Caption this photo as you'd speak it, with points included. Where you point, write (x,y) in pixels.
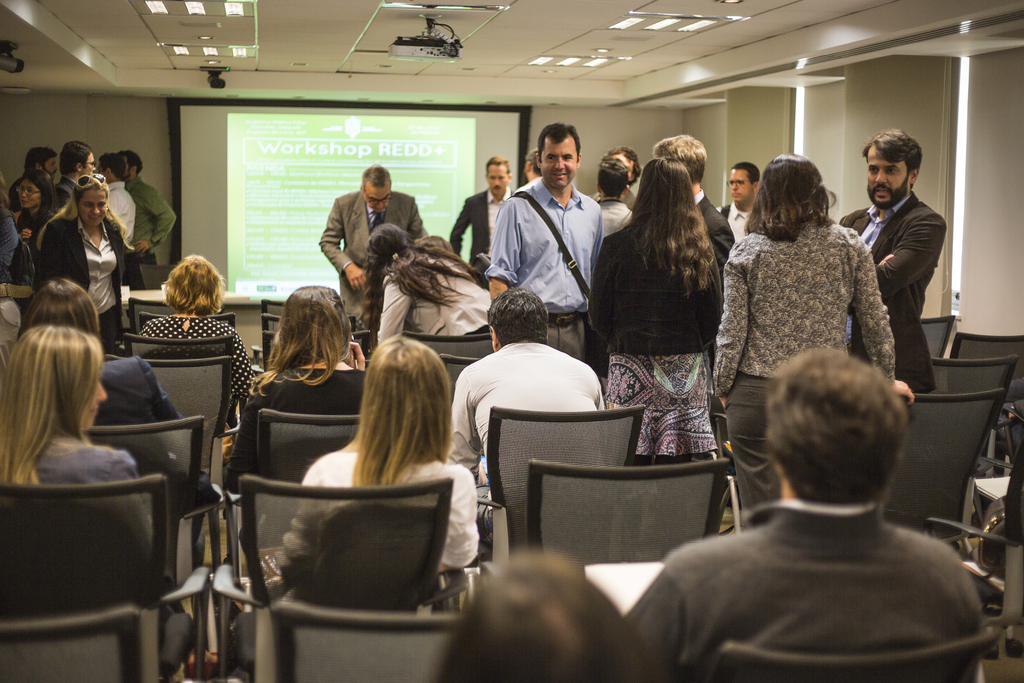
In this picture I can observe some people (232,474). There are men (561,219) and women (48,181) in this picture. Some of them are sitting and some of them are standing. In the background (298,204) I can observe a projector display screen (253,197). There are some lights (596,62) in the ceiling (635,66).
